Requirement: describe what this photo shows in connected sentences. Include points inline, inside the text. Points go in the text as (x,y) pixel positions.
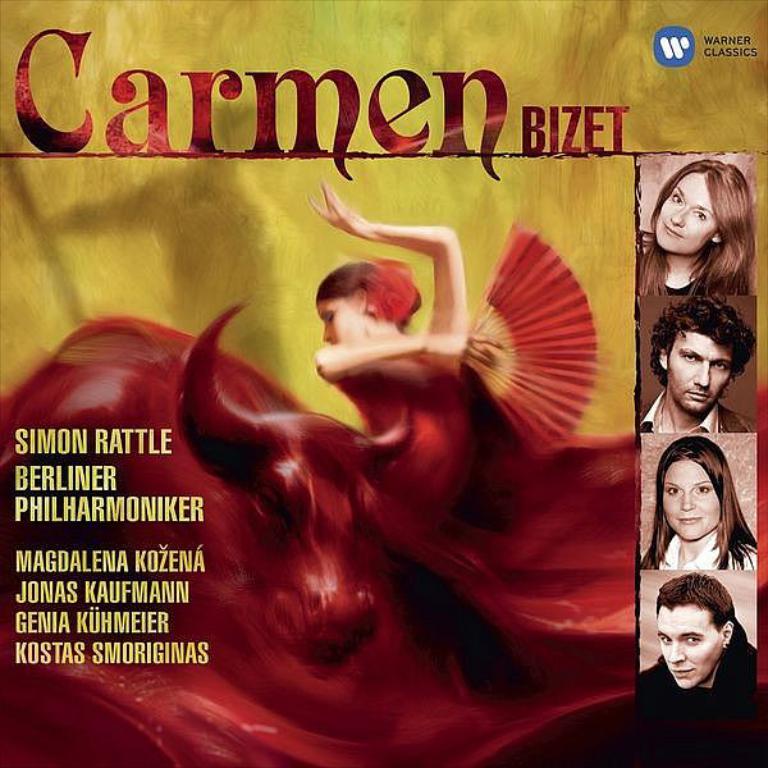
In this image we can see a poster (241,399) with text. Also there are images (713,505) of persons (680,508). And we can see an edited image of lady (445,367) holding something in the hand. Also we can see an animal (311,460).
